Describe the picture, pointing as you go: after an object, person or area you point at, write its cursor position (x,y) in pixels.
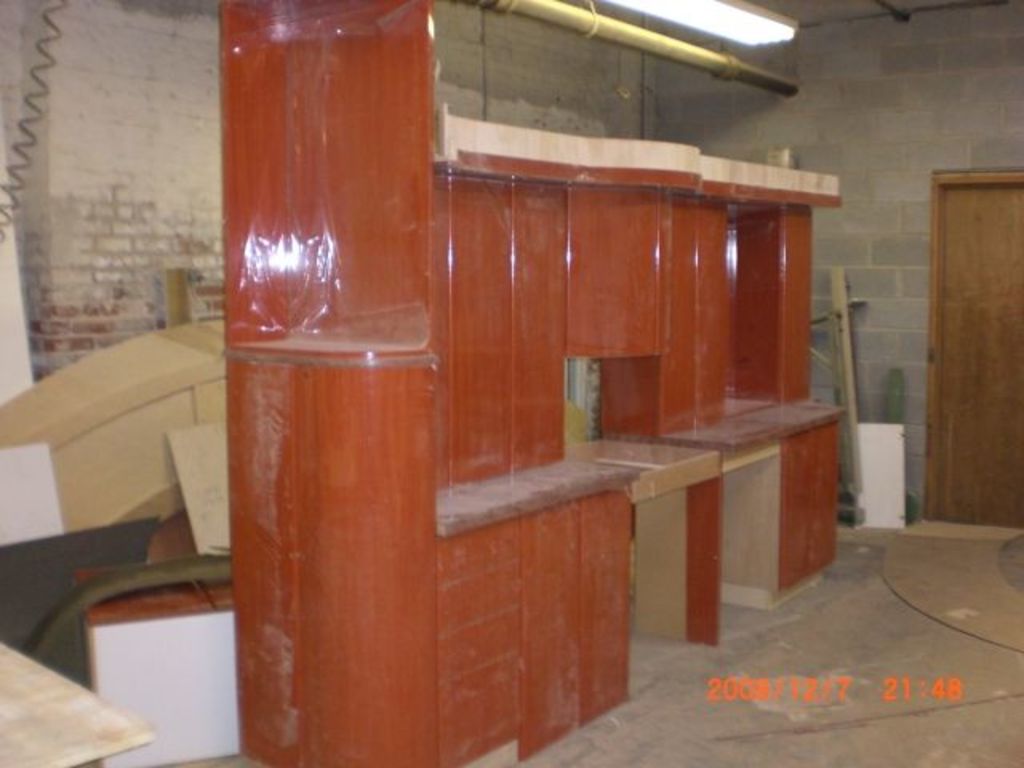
In this picture I can see wooden object (493,492) on the floor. On the right side (1001,292) I can see a door (1001,317). In the background (562,43) I can see lights (702,19) and pipe (693,49) attached to the wall (717,45). On the left side (139,437) I can see some objects (134,541) on the floor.
